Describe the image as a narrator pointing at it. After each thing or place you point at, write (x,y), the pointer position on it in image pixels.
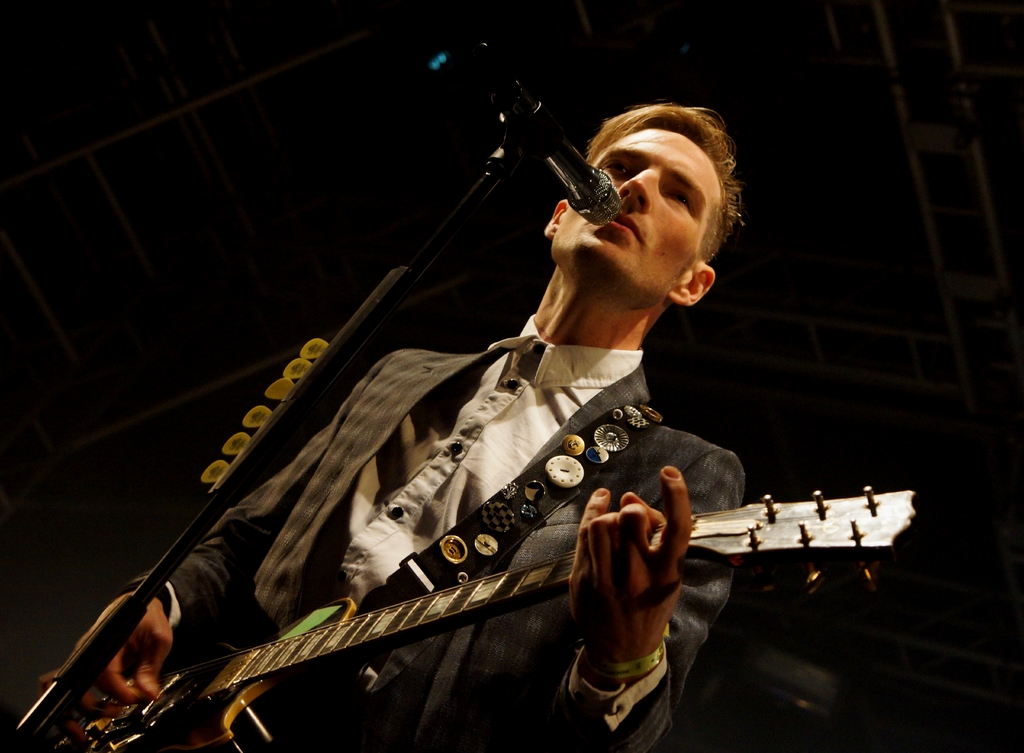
There is a man (447,647) who is singing on the mike (599,189). And he is playing guitar (768,528).
